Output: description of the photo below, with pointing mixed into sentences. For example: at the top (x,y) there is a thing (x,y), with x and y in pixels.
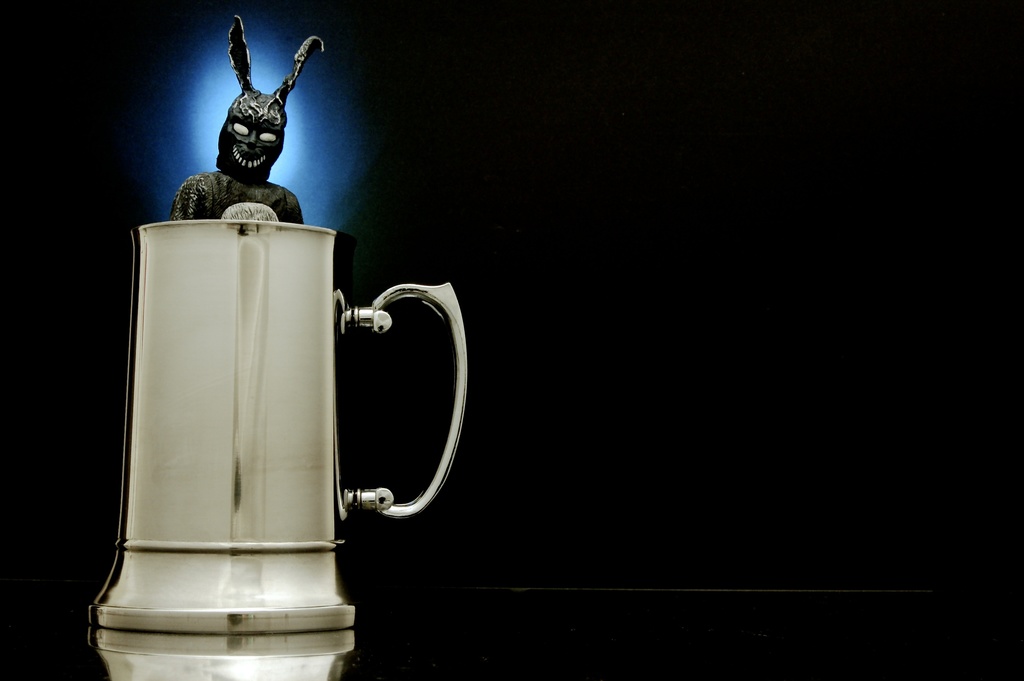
It is an edited image. In this image we can see a mug (238,396) and we can also see the depiction (236,145) of a person (249,151) with mask (278,117) and the background (860,319) is in black color. At the bottom (475,650) we can see the black surface (388,641).
